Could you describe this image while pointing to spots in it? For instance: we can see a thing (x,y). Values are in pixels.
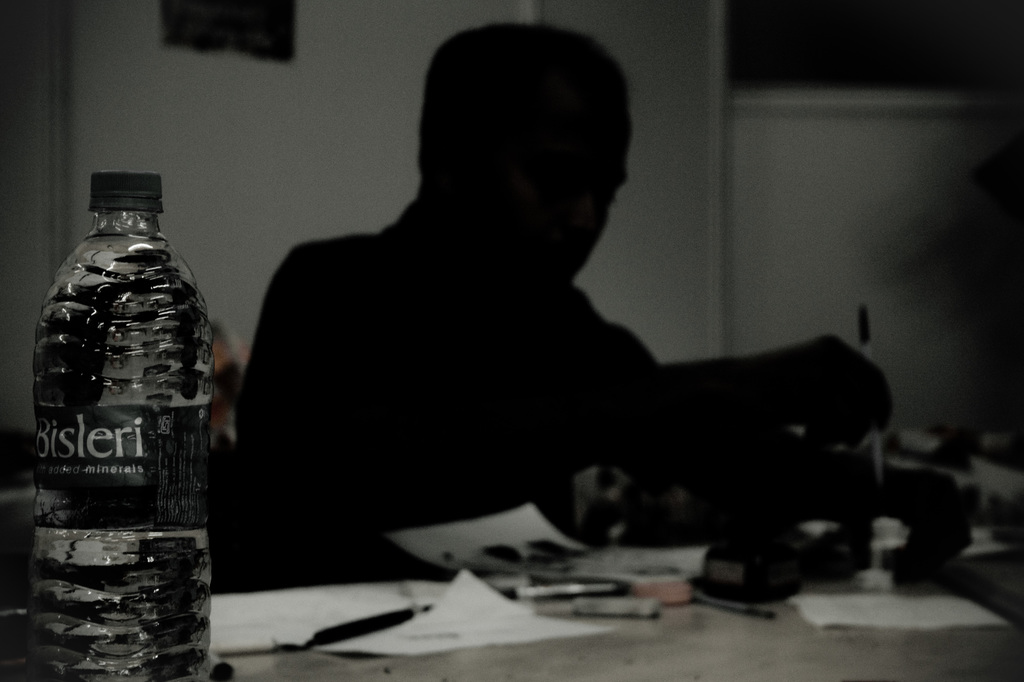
In this picture we can see a bottle (187,449) and a person (418,376) in front of him we can see a paper (491,620), pen (336,637) and some other objects (844,544).
